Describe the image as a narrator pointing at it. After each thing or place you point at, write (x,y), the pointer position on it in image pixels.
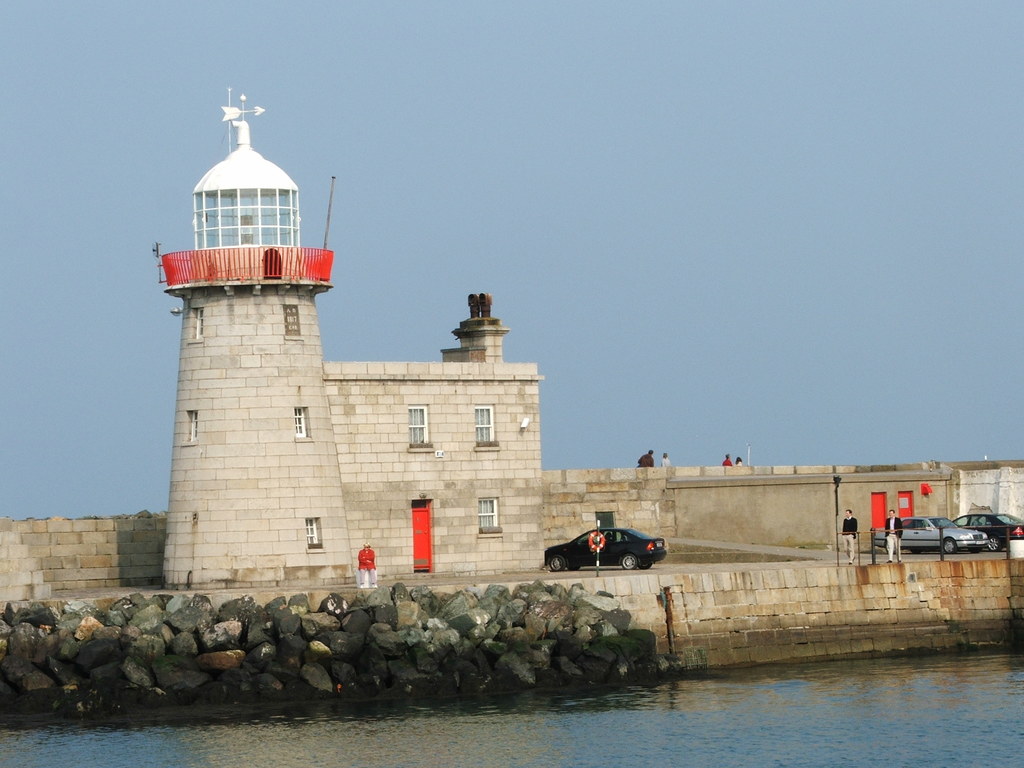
There is a surface of water (627,716) and some stones (523,679) are present at the bottom of this image (479,661). We can see there are some persons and cars (939,532) on the top side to this stones (402,591). There is a lighthouse (276,452) represent on the left side of this image (289,395), and there is a sky (511,159) at the top of this image (546,190).
